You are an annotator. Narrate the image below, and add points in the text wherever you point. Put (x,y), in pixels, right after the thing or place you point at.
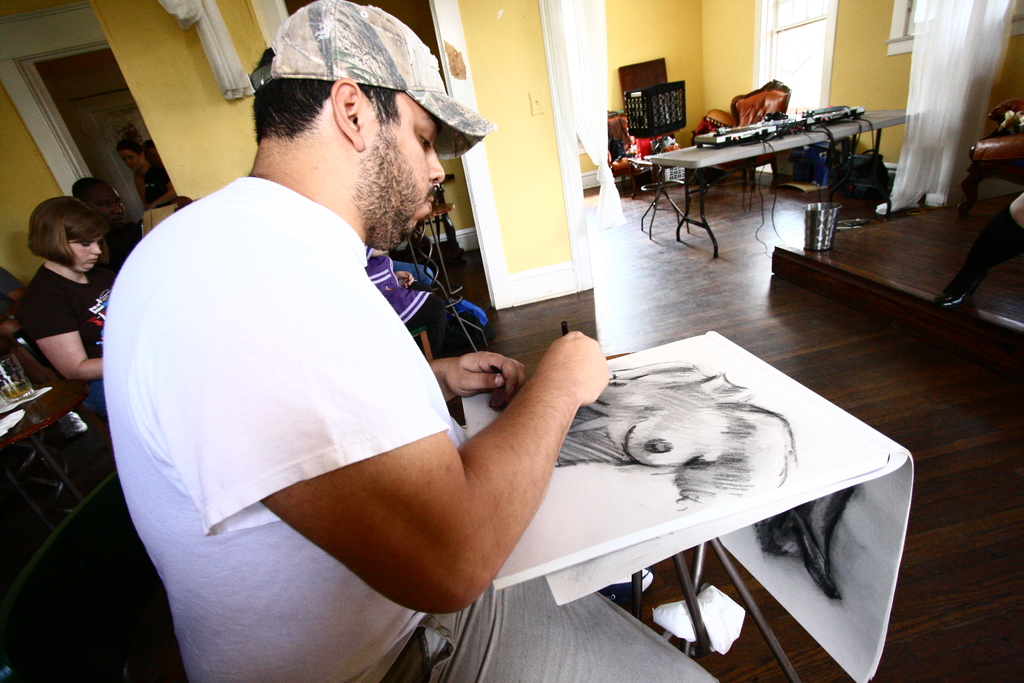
In this image at front (266,267) there is a person (267,209) sitting on the chair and he is drawing. Beside him there are few other people (91,238) sitting on the chair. Behind them there is a table (48,392) and on top of it there is a glass (15,374). At the right side of the image (705,158) there is a table (881,122) and on top of it there are few objects (764,131). Behind the table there is a chair (740,99) and there are curtains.
